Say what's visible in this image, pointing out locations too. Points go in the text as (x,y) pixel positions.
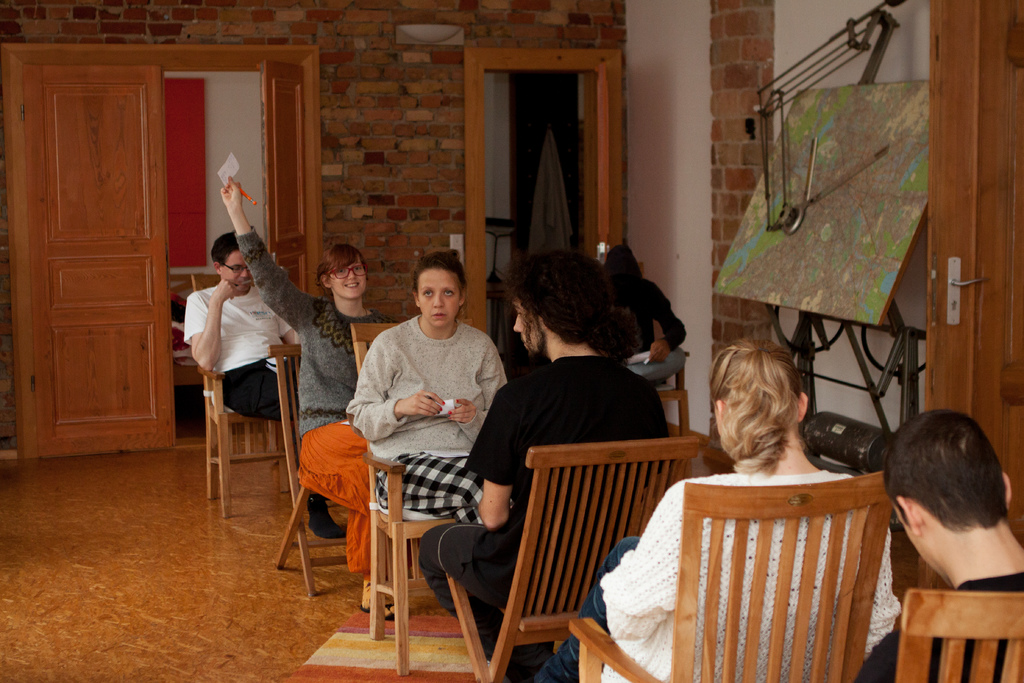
In this picture there are few men (908,511) and women (394,350) sit on chairs (396,529). It seems to be in a room (87,556). On the right side (744,223) corner there is map (905,169) with a drafter (799,208) which held on a stand (906,362) and the wall (361,192) is of brick (381,110) made. There are two doors (285,135) on right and left side of the room (287,180).
